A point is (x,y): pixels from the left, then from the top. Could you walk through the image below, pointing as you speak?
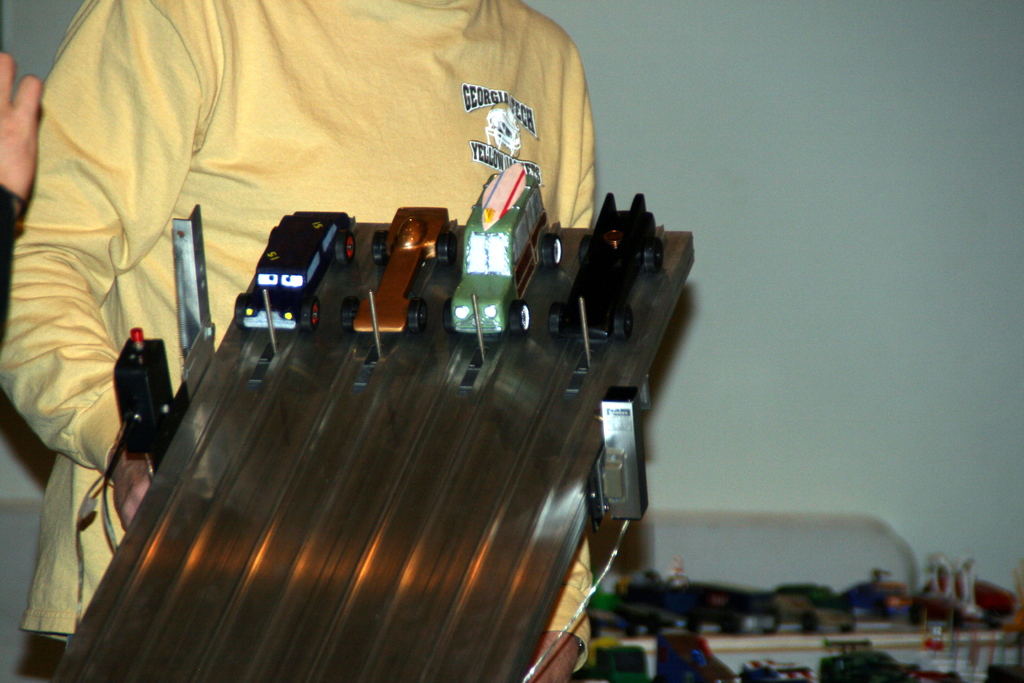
This picture might be taken inside the room (800,417). In this image, on the left side (169,667), we can see a person (472,114) wearing a yellow color shirt (132,219) and he is holding a toy race track (301,644), we can also see hand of a person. On the right side (966,631) there is a table (1017,652), on that table (1023,674), we can see toy cars (839,615). In the background (709,193), we can see a wall (809,306) which is in white color.
